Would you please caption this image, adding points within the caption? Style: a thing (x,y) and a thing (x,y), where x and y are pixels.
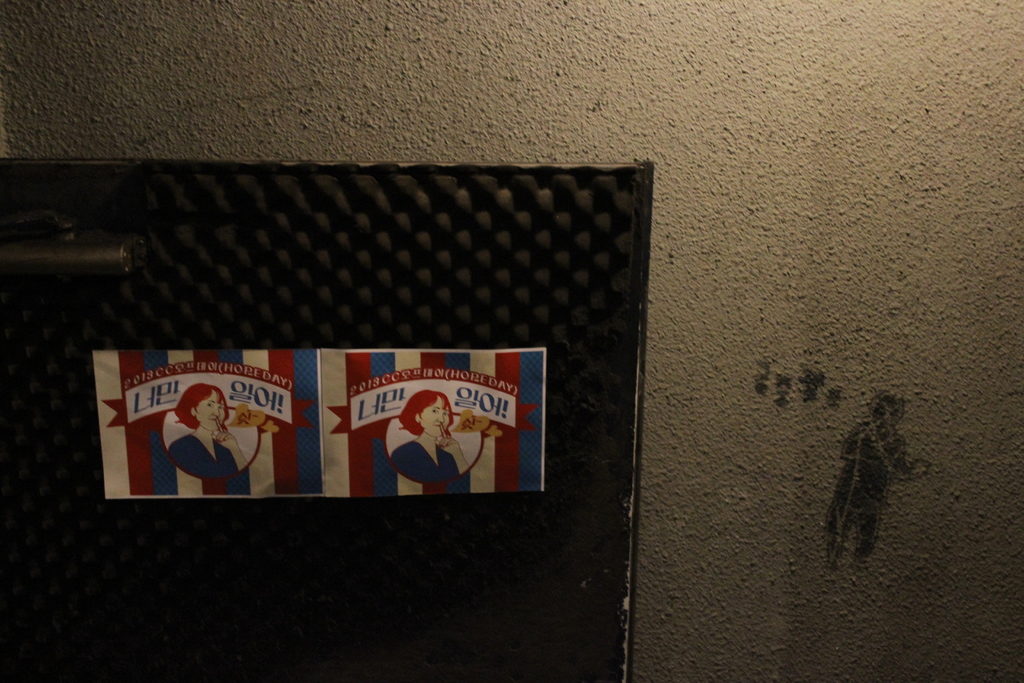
This is the picture of two posters (463,434) which are on the black color thing (140,321).
